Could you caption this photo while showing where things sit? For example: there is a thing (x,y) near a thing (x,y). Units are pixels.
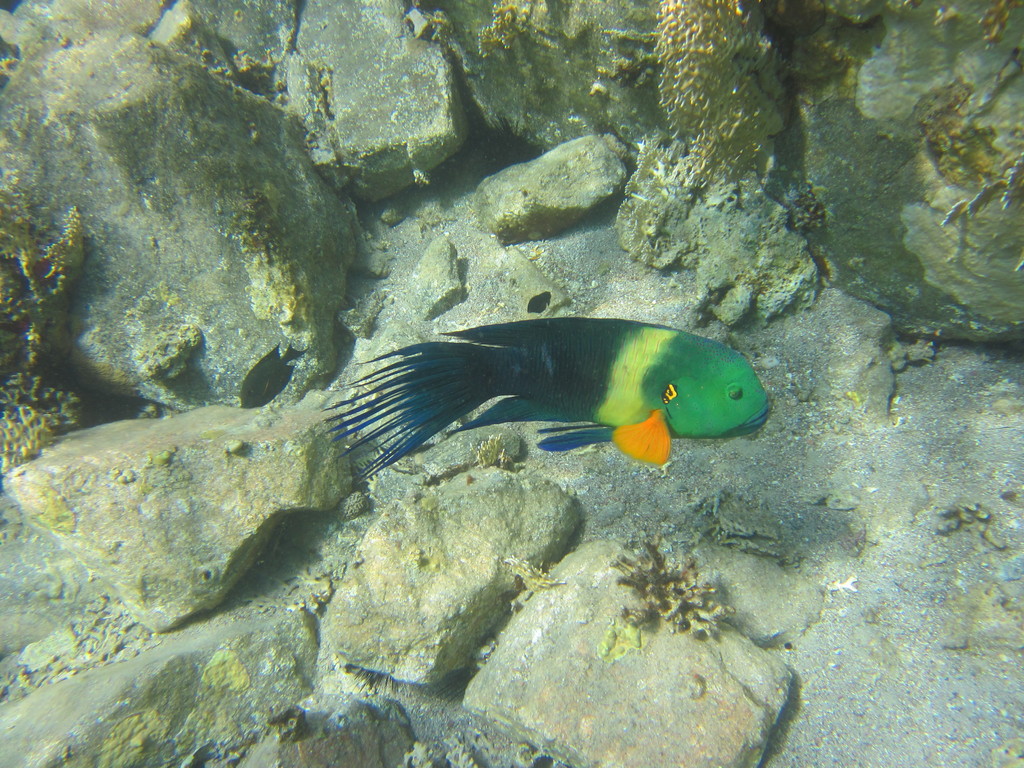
In this image there is a fish (627,455) in the water (445,504) and there are some rocks (306,440) and algae (658,622).
